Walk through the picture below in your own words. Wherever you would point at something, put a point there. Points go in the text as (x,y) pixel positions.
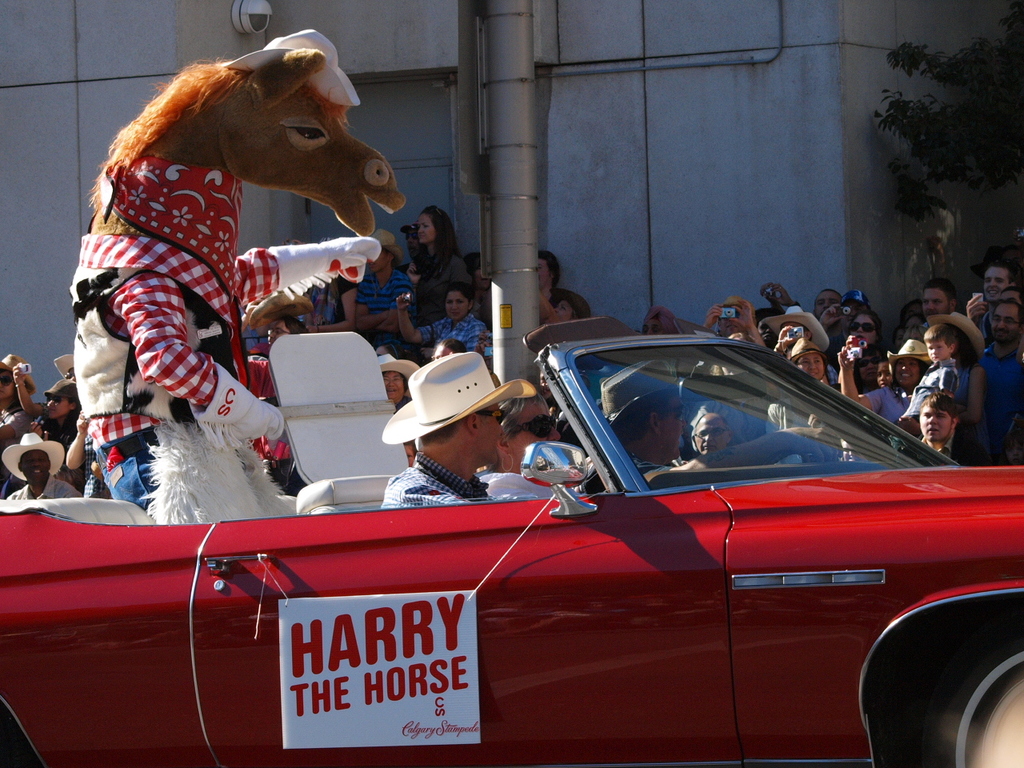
In this image I can see a vehicle (805,457) which is in red color and I can see few people (419,489) sitting in the vehicle (827,527) and I can see a person (232,311) wearing mask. Background (268,316) I can see other people (980,397) standing holding cameras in their hands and I can see trees (926,114) in green color and the wall (790,143) is in gray color.
